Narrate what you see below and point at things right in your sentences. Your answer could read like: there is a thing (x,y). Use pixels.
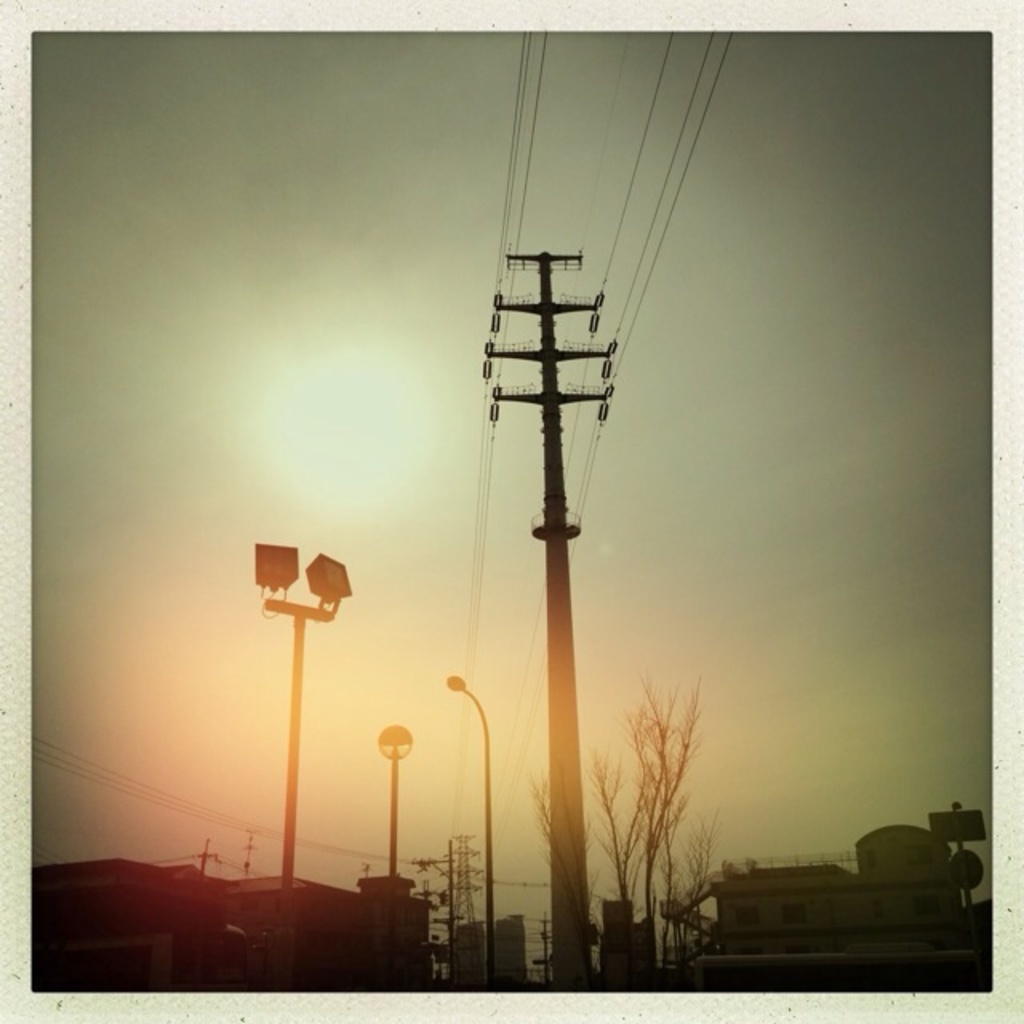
At the bottom of the picture (267,921) there are buildings (393,917), trees (637,870), current poles (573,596), cables (479,641), street light (286,894). At the top (351,286) it is sky (359,327), sky (359,327) is sunny.
